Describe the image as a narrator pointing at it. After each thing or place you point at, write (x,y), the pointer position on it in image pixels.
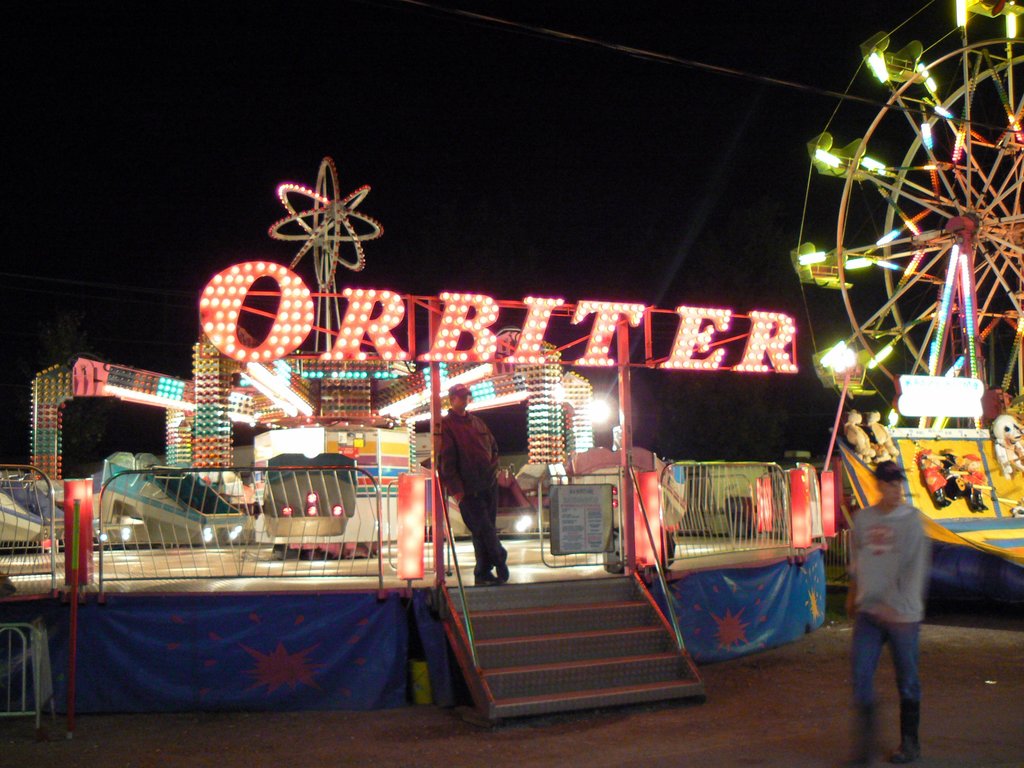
This picture looks like a amusement park (514,356) and I can see couple of rides (527,379) and text (375,298) and I can see a man (903,510) walking and another man (490,433) standing and I can see dark background (104,27).
